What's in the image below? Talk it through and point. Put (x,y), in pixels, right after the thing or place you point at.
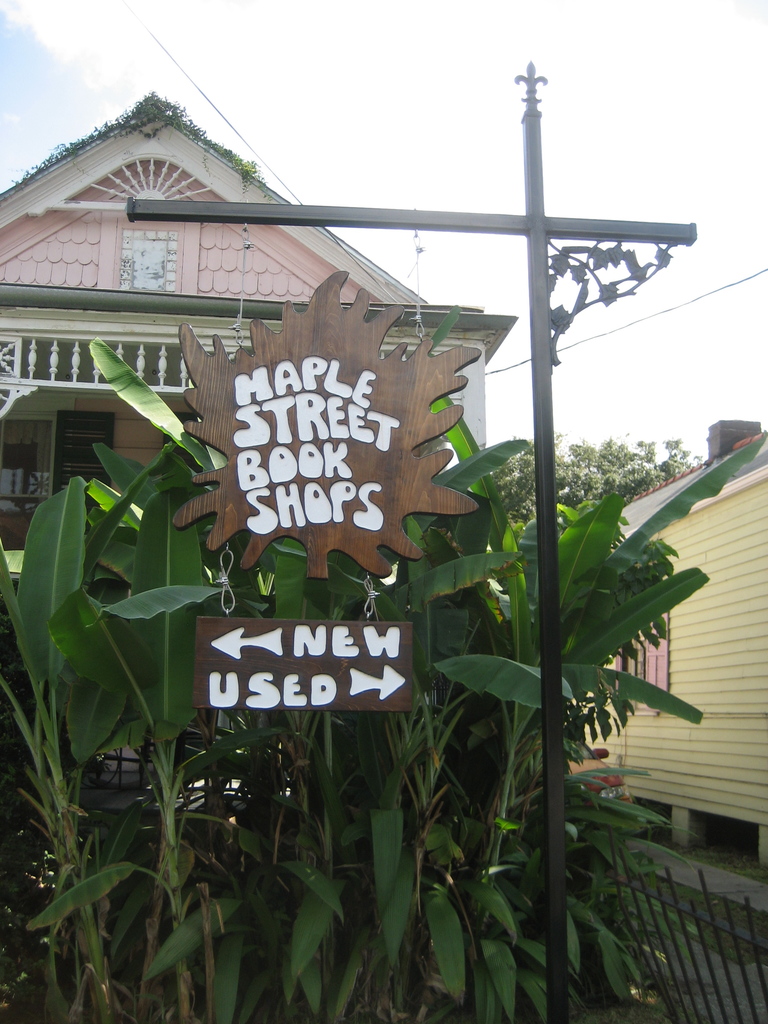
In this image there is a board (320,368) hanged to a pole (546,469). Behind there are few plants (409,750). Right bottom there is a fence (710,921). Background (764,738) there are few houses (33,495). Behind there is a tree (559,462). Top of image (486,111) there is sky (659,430).
